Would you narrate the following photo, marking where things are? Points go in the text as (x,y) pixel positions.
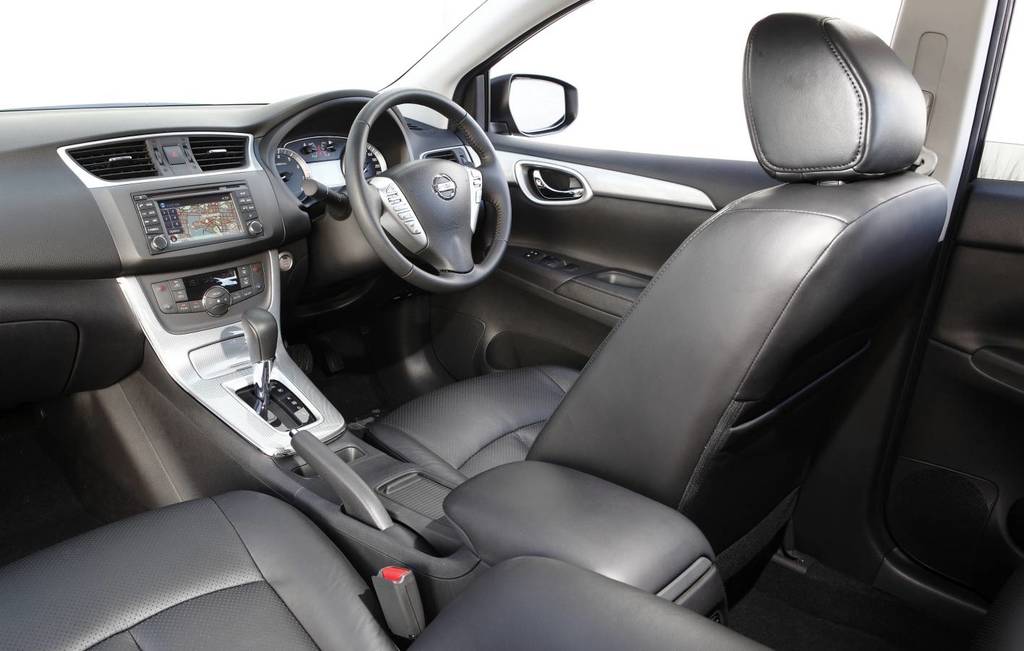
In this picture we can see a steering (452,273), gear (264,354), display (202,222), speedometer (289,185), seats (488,393), side mirror (523,99) and some parts (635,214) of a vehicle (608,328).
